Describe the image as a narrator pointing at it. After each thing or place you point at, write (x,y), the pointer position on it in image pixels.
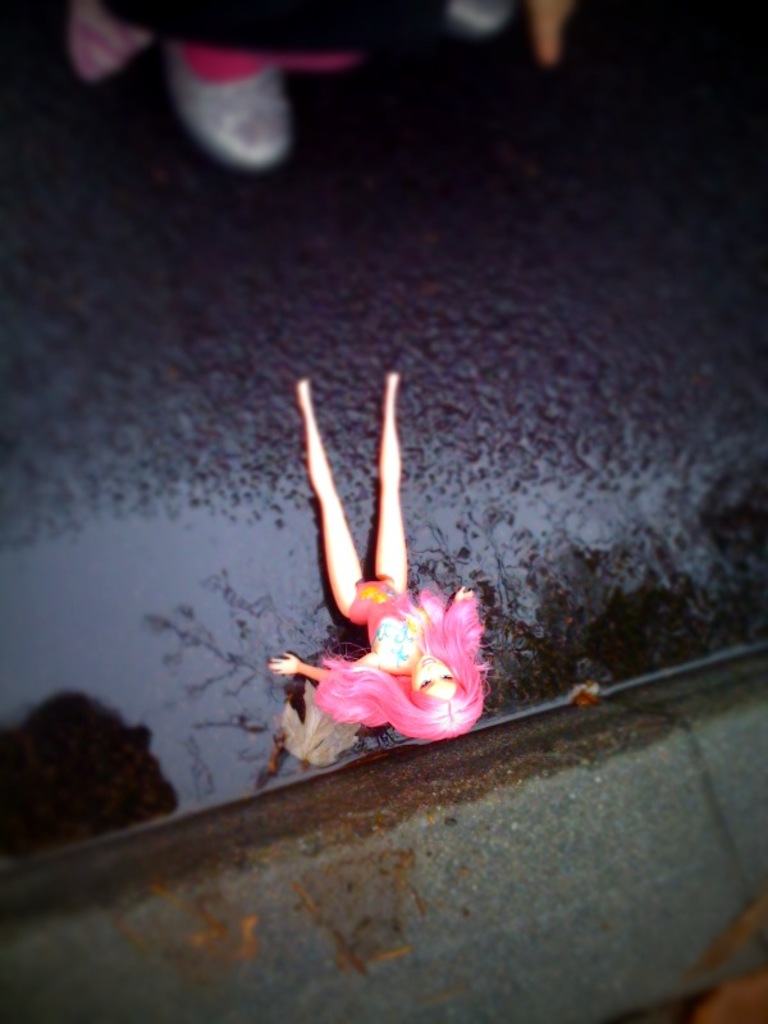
In the center of the image (383,592), we can see a doll (433,692) on the road (376,218) and in the background (208,71), we can see a person (198,97).
